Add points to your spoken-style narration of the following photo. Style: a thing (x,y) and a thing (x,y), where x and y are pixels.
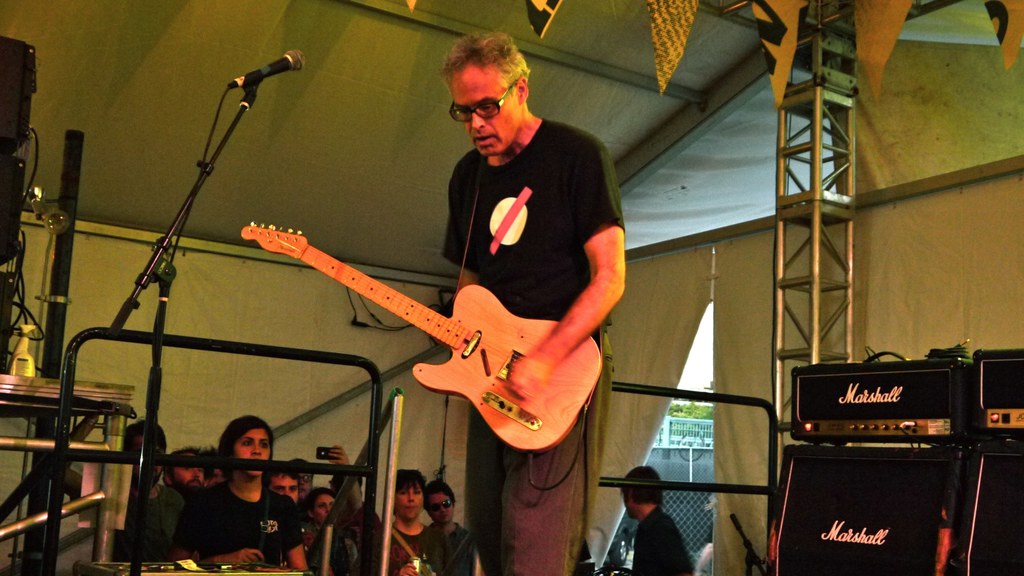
Here we can see that a person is standing on the floor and playing guitar (420,373), and in front (204,181) here is the microphone (236,79) and stand (254,88) and at side there are group of people (414,473) standing and here is the table (100,403) and some objects (29,327) on it.
